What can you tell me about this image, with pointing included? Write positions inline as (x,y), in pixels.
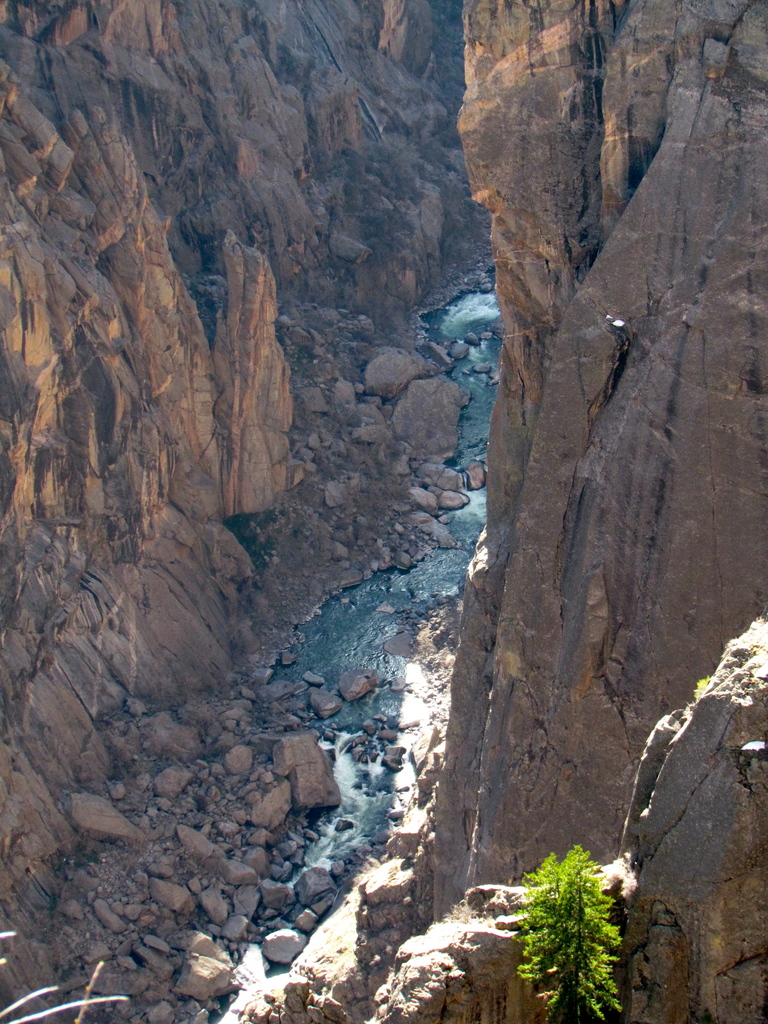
In this image we can see a water stream (484,391) and mountains (587,357). There is a plant (574,953) at the bottom of the image (558,960).
